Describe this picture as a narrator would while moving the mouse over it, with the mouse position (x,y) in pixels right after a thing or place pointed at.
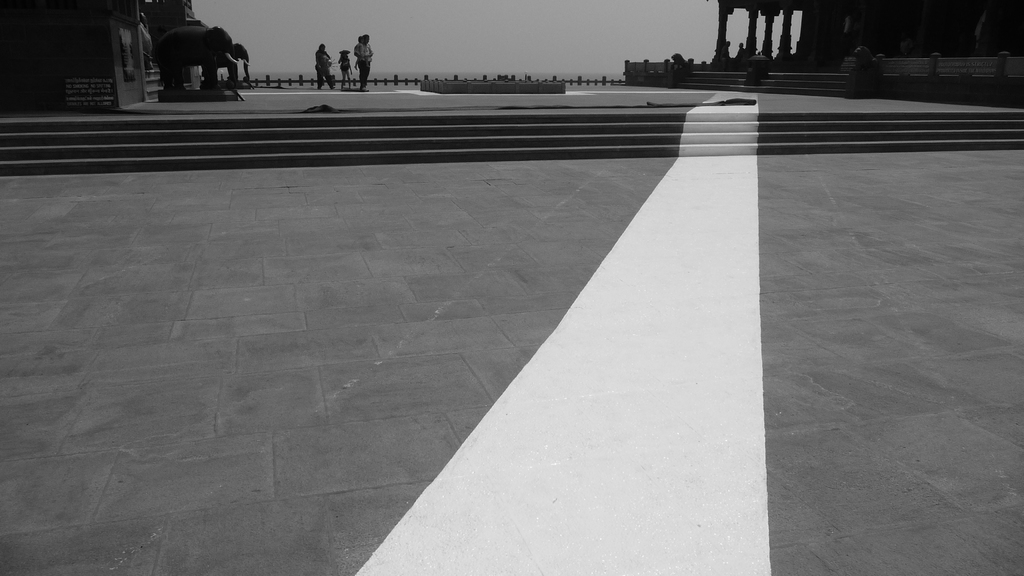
This is a black and white image. These are the stairs (487,129). I can see the sculptures (219,53) of two elephants (210,43) standing. There is a group of people (318,61) standing. I think this is the temple (824,31) with sculptures (857,53) and pillars (765,44). This looks like a board (98,107).
